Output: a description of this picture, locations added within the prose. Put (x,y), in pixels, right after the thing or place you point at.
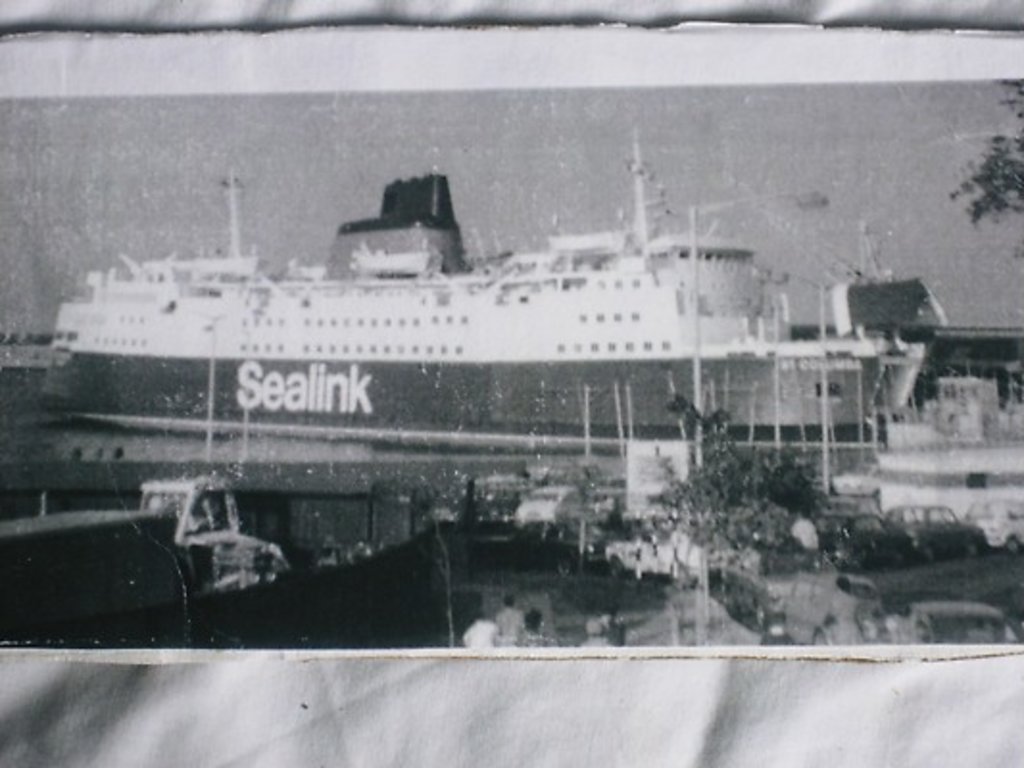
This image consists of a paper (261,614) with a black and white image (400,405) on it. In the middle of the image (640,420) there is a ship (454,290). At the bottom of the image (497,636) there are a few people (523,625). On the right side of the image (952,625) a few cars (993,518) are parked on the road (931,565). On the left side of the image (168,531) there is a truck (215,534).
